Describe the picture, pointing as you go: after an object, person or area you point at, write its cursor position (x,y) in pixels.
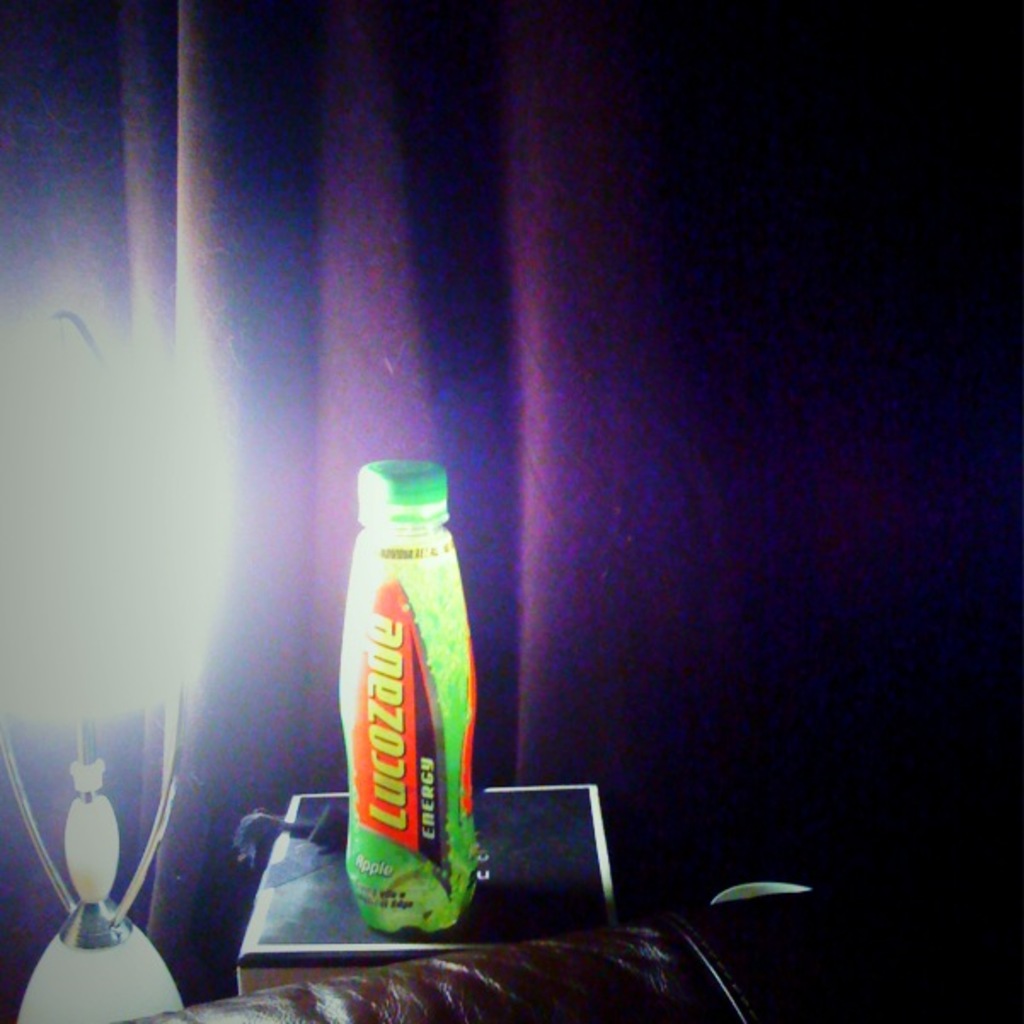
In this picture there is a green bottle (438,715) named lucozade placed on top of a black table (320,900). Beside that there is an white color lamp (107,718), in the background (145,914) we observe a purple color curtain (713,527).
